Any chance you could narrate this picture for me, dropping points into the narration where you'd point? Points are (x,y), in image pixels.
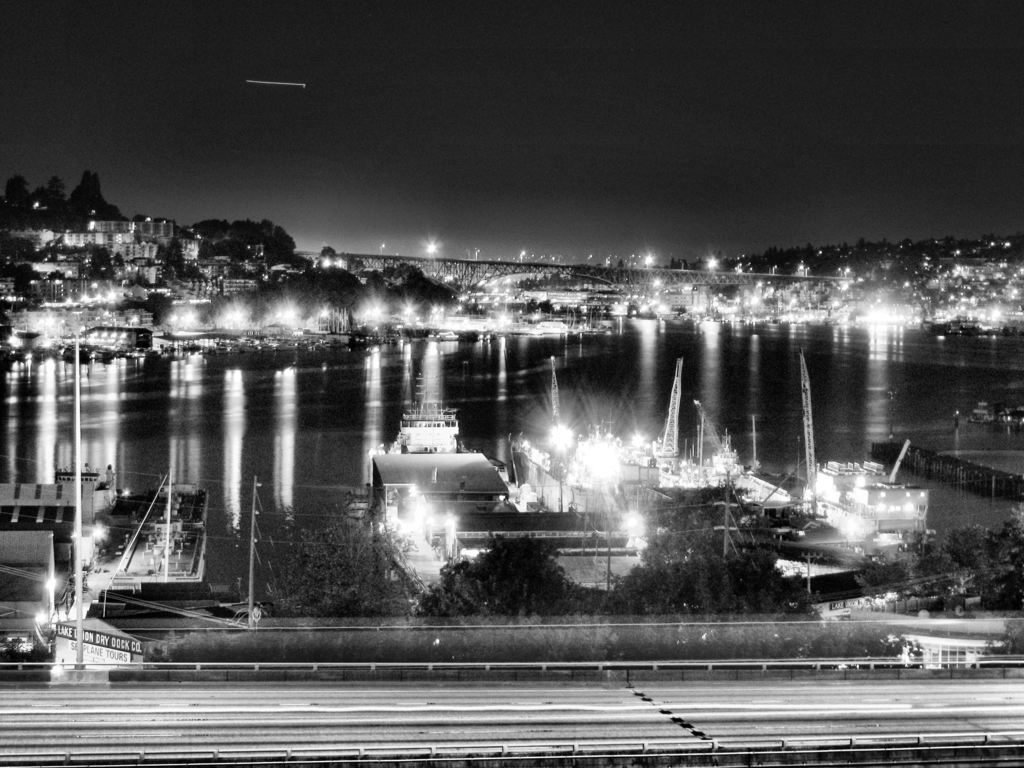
This image is taken during night time. There are buildings (92,291) with lighting (67,244). There are also poles (608,531) with wires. Trees (650,564), boats (841,473) are also visible. There is also bridge (480,273) and road (318,723). At the top (479,66) there is sky (570,99). River (184,375) is also present.
